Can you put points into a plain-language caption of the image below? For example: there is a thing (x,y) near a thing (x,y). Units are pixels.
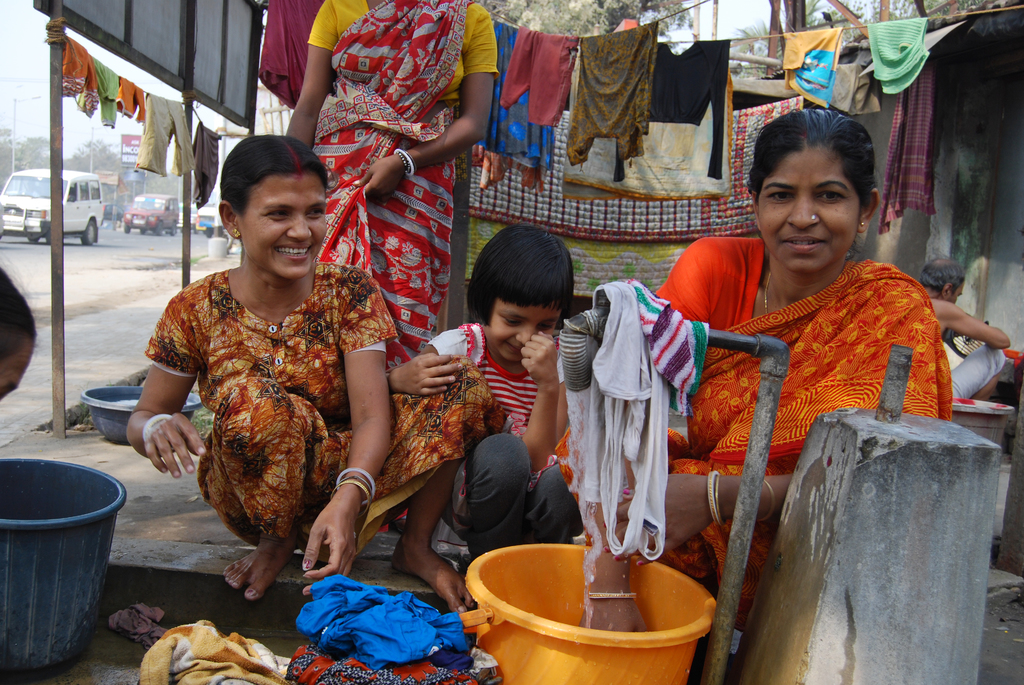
In this image we can see group of persons (553,322) on the ground (122,286). At the bottom of the image (342,602) we can see a bucket (517,627), group of clothes (327,602) placed on the ground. On the left side of the image (47,553) we can see some containers (97,576) placed on the ground (133,272), poles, vehicles (137,216) parked on road (137,259), sign board (134,147) with some text (135,147). In the center of the image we can see clothes (678,63) on the ropes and a shed (955,43). At the top of the image (563,5) we can see trees (561,18) and the sky (731,12).
